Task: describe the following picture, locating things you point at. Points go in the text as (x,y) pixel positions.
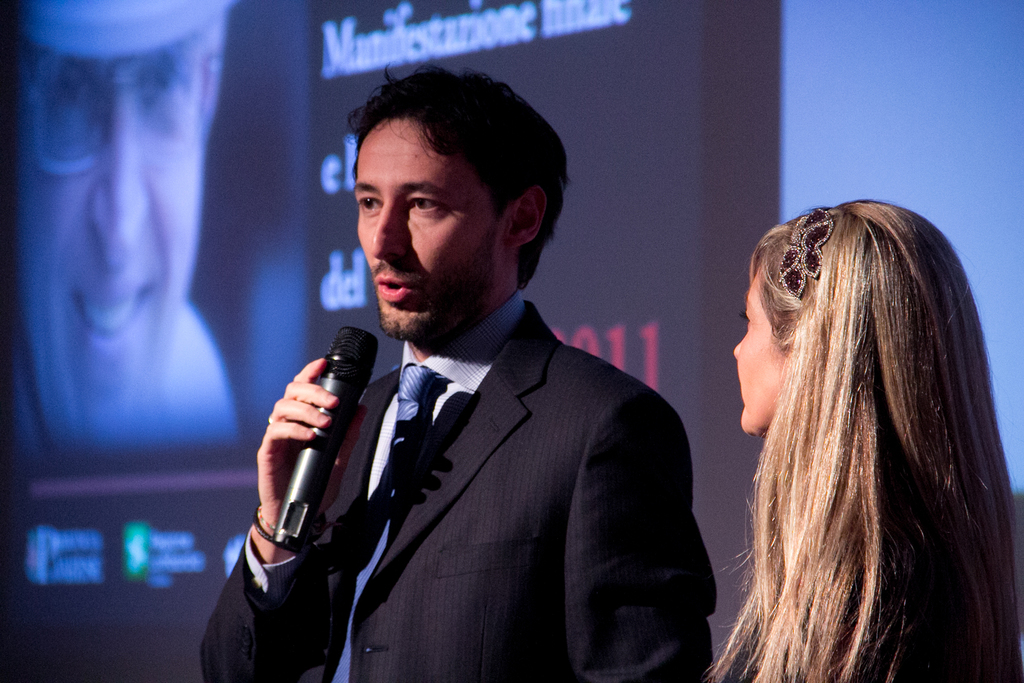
This picture shows a man (618,507) and woman (746,358) standing and we see a man (468,343) speaking with the help of a microphone (362,351) and we see a hoarding (589,183) back of him.
